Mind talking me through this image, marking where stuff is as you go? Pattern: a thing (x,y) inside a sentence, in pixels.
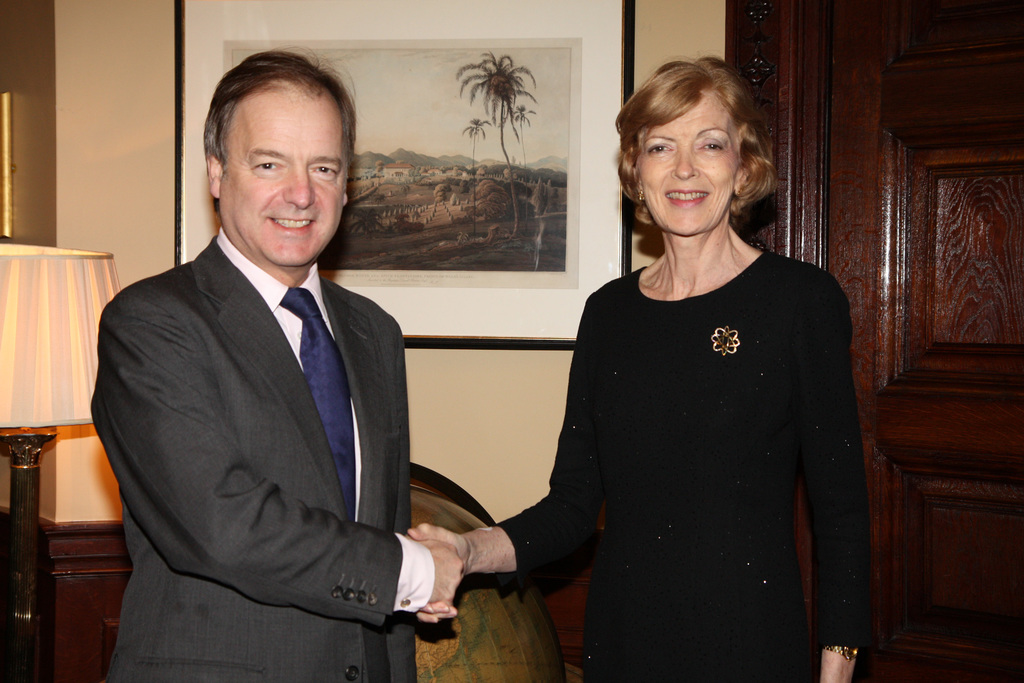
In this a woman (502,524) and man (317,549) are smiling and shaking their hands (447,568). In the background (480,476), we can see a photo frame (448,268) on the wall (549,373), globe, table lamp (16,492), object (10,548) and wooden door (961,240).
